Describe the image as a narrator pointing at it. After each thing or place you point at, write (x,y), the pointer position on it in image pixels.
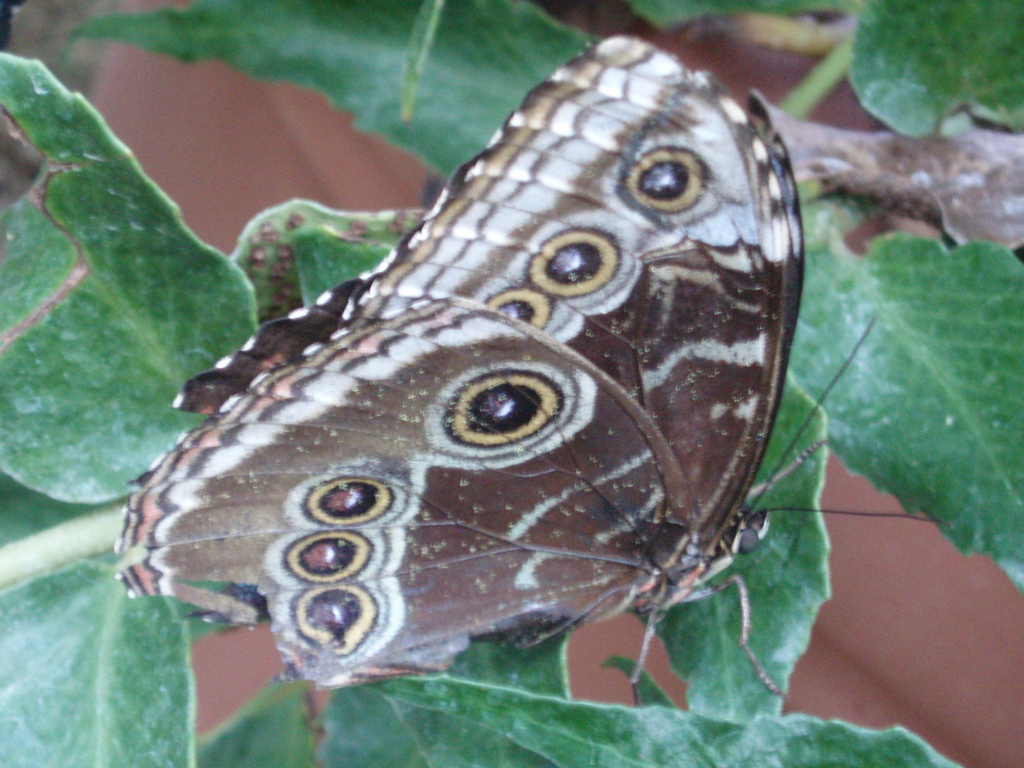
In the foreground of this image (613,574), there is a butterfly (703,481) on the leaf (443,755). We can also see leaves (935,59).
